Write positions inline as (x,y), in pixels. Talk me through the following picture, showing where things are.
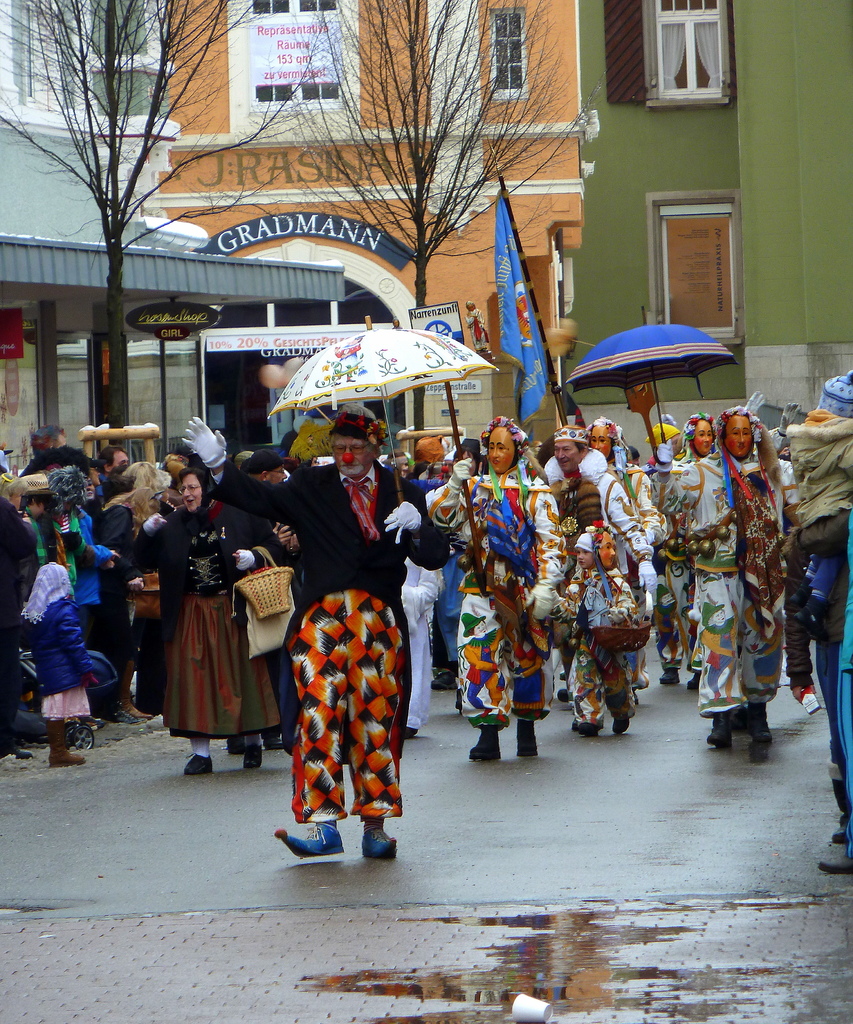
In this picture we can see some people (428,544) are in fancy dresses (426,599) holding the umbrellas (379,369). On the left side of the people (212,549) some people (104,513) are standing and a person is holding a flag (522,282). Behind the people (476,679) there are trees (182,146), buildings (260,212) and boards (274,78). On the path (284,961) there is a cup (528,1002).
